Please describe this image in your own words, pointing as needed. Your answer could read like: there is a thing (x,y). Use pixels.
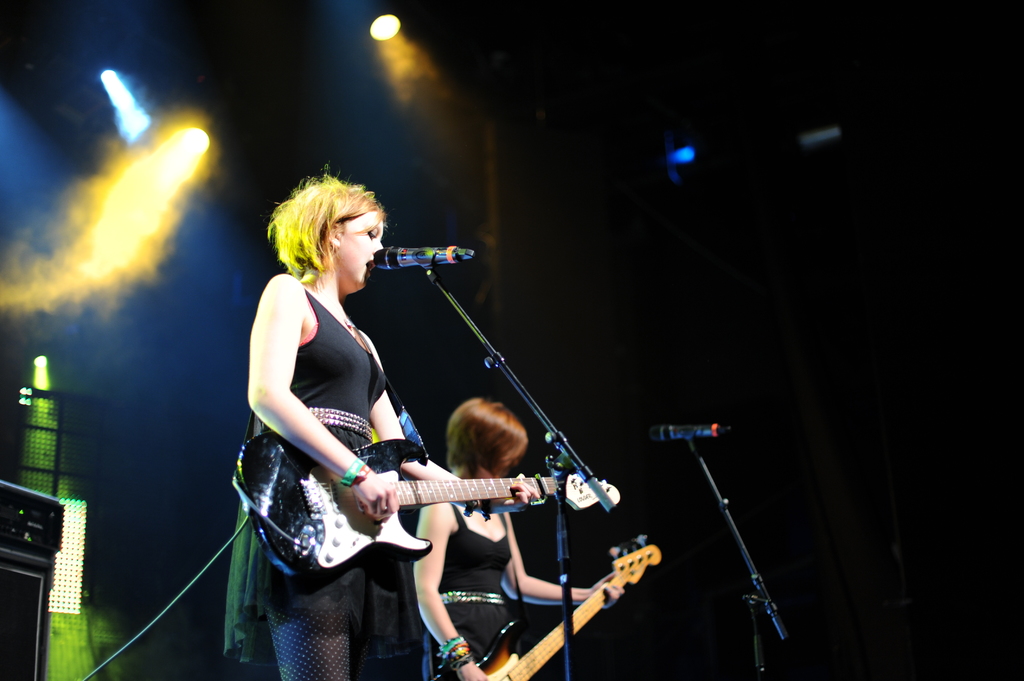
There is a women (326,267) in the foreground of the image (363,472) who is playing guitar (321,497) and singing a song by using a mike (421,258). And there is a another woman (476,436) at the background (486,461), who is holding guitar (517,647). And i can see two mics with their mic stands (745,598). And it seems like a stage show where they are performing. And at the background (13,597) I can see a speaker (36,561), and these are the kind of flood lights (183,151) which are used to highlight the show. These women (354,331) are wearing black dress (460,561) and playing guitar (336,511).
